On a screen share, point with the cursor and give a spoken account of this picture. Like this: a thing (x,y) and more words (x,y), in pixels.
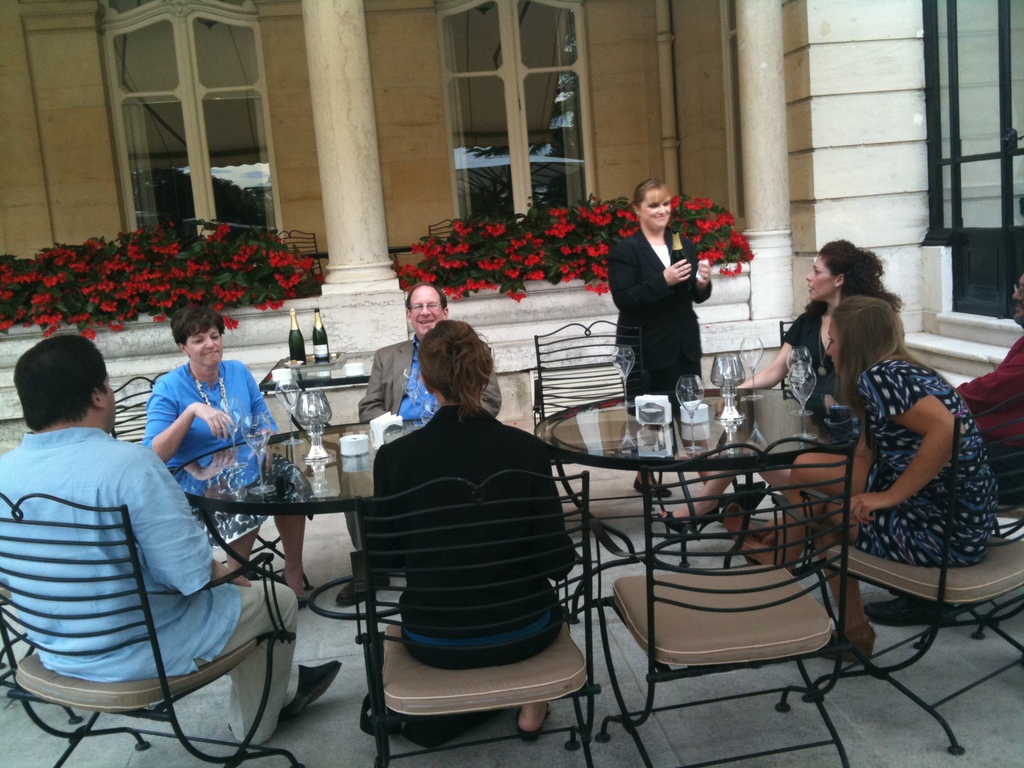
In the image there are group of people (219,376) are sat on chair (525,586) around the table (771,420), the table (667,437) has wine glasses (733,411) on it and in background (567,265) there are flower plants (519,276) and in whole background (508,110) there are glass windows (516,141), it seems to be outdoor restaurant.
